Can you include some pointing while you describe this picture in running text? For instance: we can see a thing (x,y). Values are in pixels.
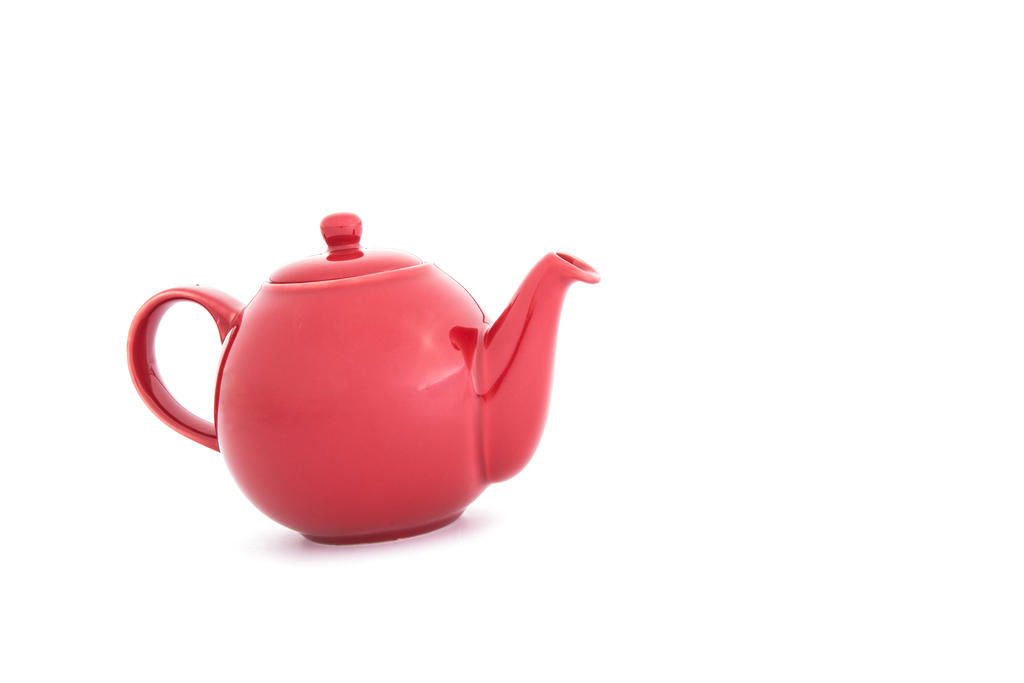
In this image we can see red color kettle (504,424) is kept on the white color surface (189,595). The background of the image (14,160) is in white color.
